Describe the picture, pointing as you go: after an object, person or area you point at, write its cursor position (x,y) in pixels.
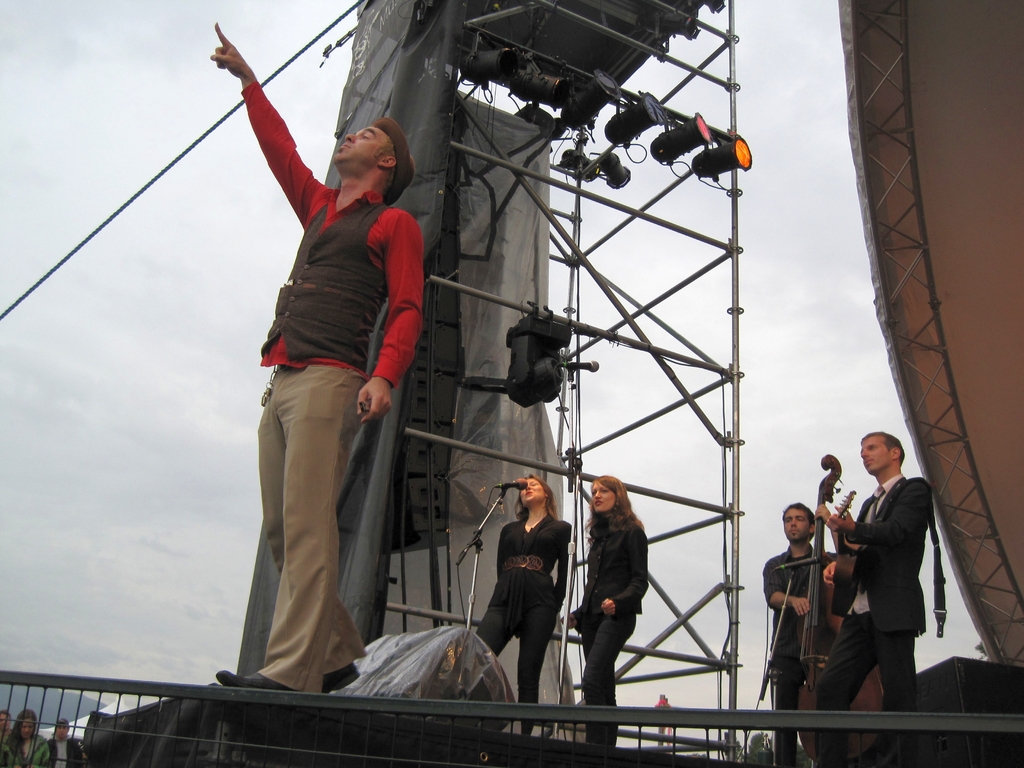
In this image I can see few people (312,511) are standing. I can see most of them are wearing black dress (877,577) and few of them are holding musical instruments (826,619). I can also see few mics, metal rods (528,464), few lights (501,69) and the sky (109,399) in background (39,424). Here I can see few more people (14,752).
